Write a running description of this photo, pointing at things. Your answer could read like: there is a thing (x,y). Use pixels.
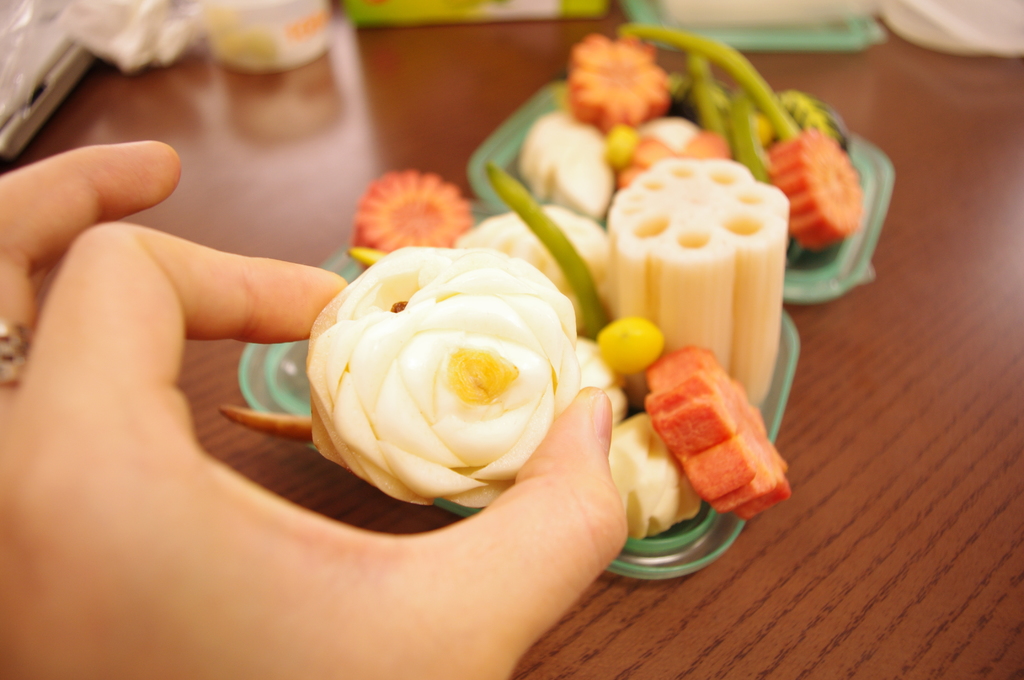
As we can see in the image there is a table (943,373) and human hand (566,568). On table (958,490) there are plates (875,195). In plates (531,114) there are vegetables (550,256).
